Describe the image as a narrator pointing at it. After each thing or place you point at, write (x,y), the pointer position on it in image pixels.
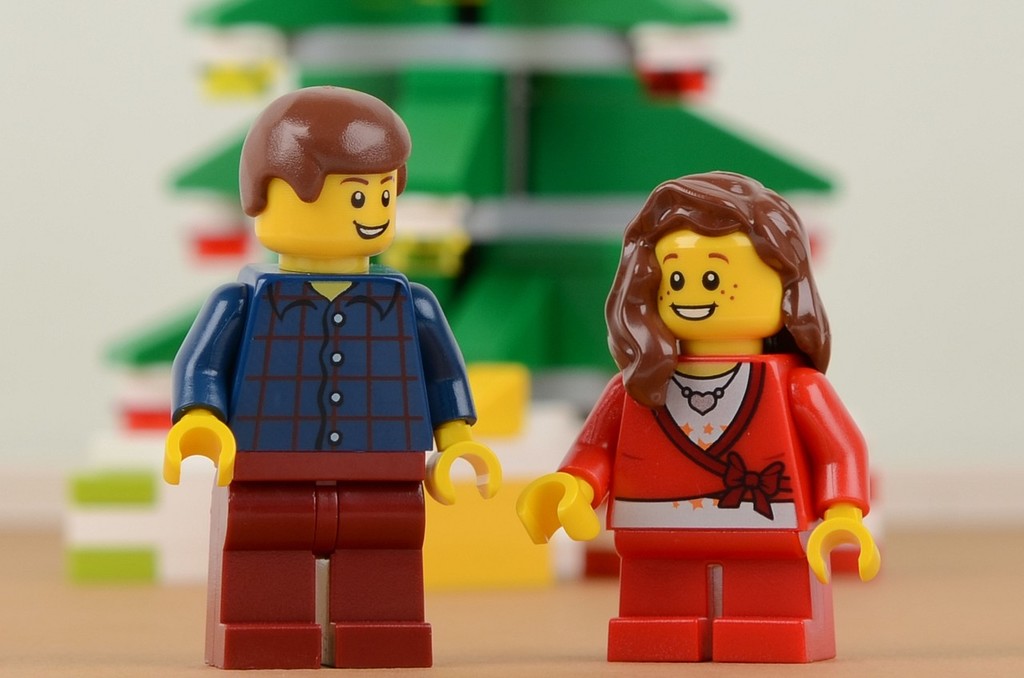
In this image we can see two toys (667,602), the background (373,17) is blurry.
